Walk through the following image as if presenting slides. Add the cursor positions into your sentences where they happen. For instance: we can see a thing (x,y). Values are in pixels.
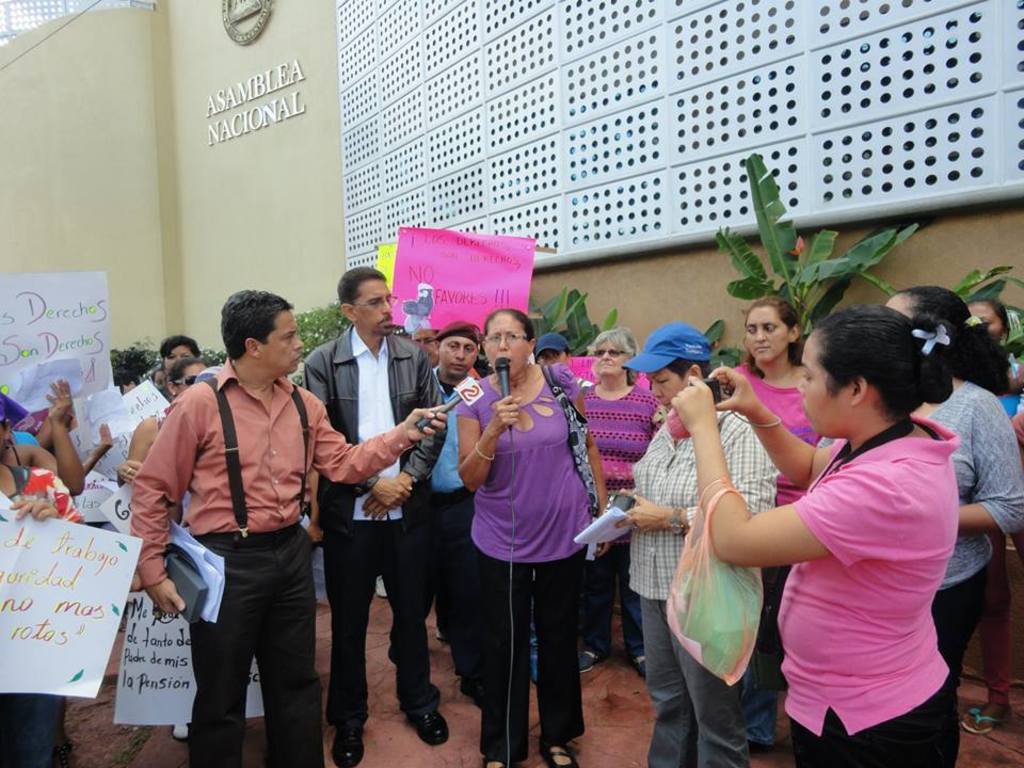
In this picture we can see a group of people (583,480) standing and two people (296,450) holding the microphones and a woman (697,403) is holding an object (713,399). Some people (279,474) holding the papers (90,425) and on the right side of the people (303,398) there are plants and behind the people (62,423) there is a wall (202,156) with a name board (230,123), logo (243,24) and an object (774,46).
